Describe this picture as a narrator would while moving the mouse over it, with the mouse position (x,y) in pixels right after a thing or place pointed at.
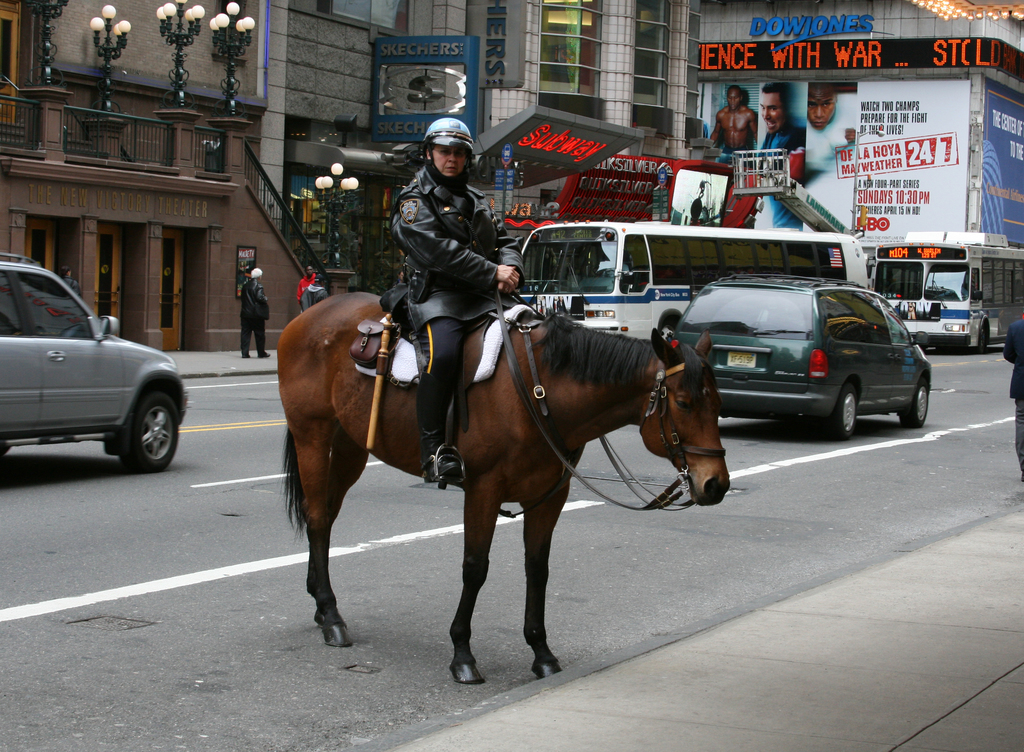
In this image we can see few vehicles (866,380) on the road (631,597) and there is a person (454,328) sitting on a horse (560,480) and we can see few buildings (725,59). There are some boards (787,27) with some pictures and text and there are some light poles (861,226).
